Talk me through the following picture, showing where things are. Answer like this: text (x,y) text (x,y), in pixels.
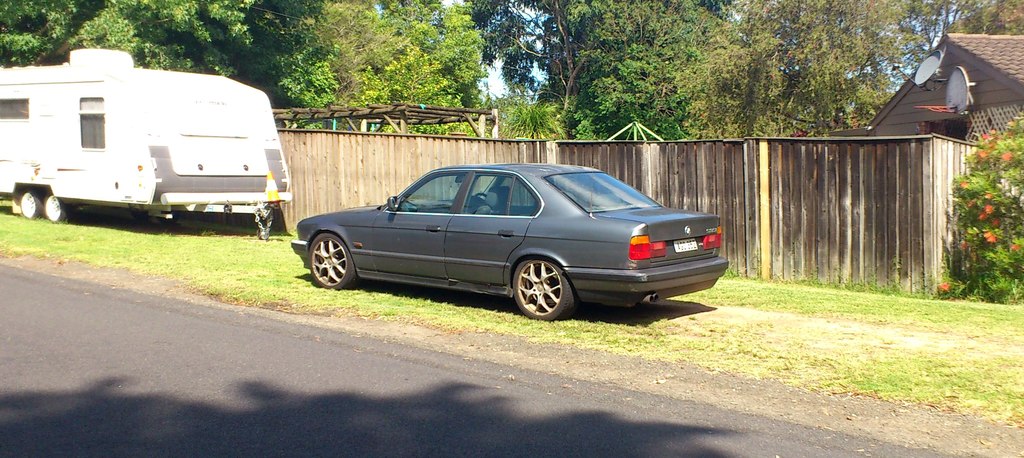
At the bottom (71,449) it is road (572,396). In the middle (477,188) we can see vehicles (162,156), wall (686,152), plant (1020,243), flowers (996,225), grass (255,278), house (915,92) and wooden objects (300,114). In the background (471,58) there are trees (558,50) and sky (494,75).
